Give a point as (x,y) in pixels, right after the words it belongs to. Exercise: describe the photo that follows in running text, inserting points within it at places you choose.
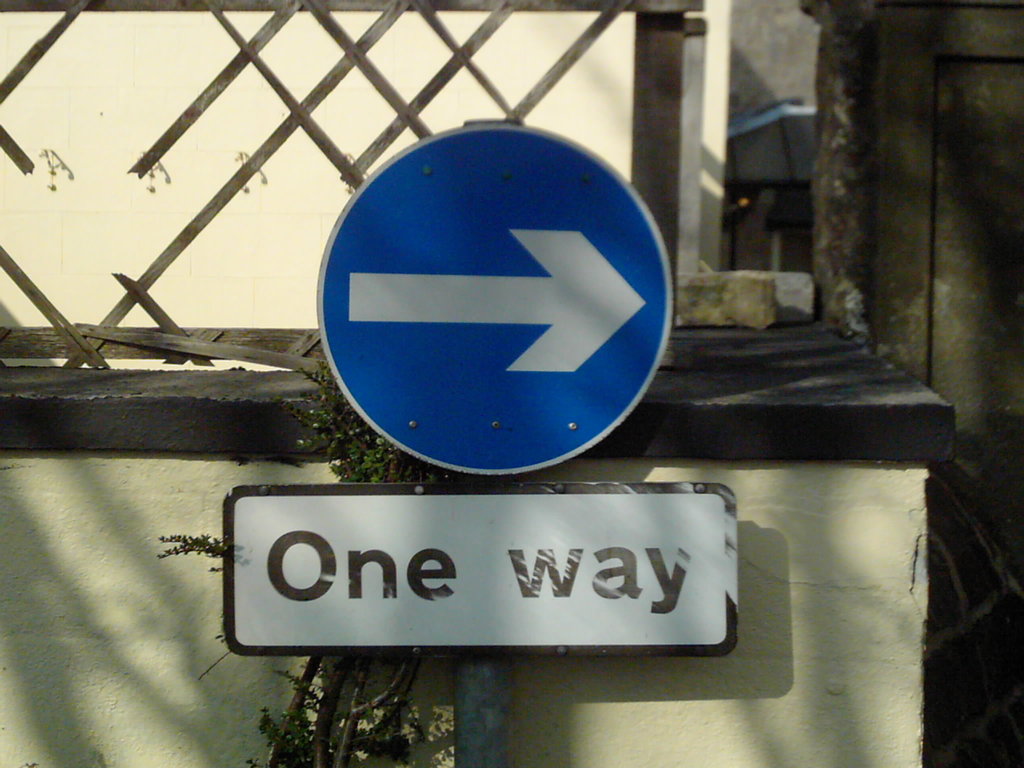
In this picture I can see a pole (471,735) on which there is a sign board (474,281) and another board (469,507) on which there are 2 words (390,557) written. In the background (8,486) I can see the wall (8,486) and few leaves (375,454) on the sticks (318,719). I can also see the wooden sticks (515,115).
